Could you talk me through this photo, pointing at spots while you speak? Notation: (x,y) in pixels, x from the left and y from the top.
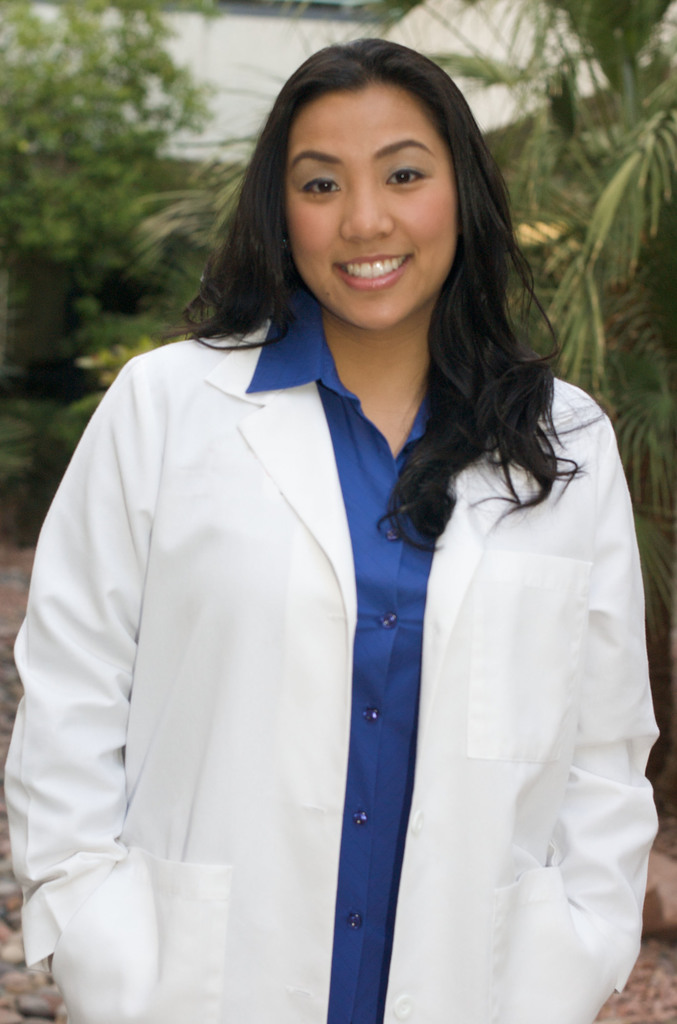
This woman (507,331) wore white coat (539,686) and smiling. Background (598,4) it is blurry and we can see plants (665,180).
